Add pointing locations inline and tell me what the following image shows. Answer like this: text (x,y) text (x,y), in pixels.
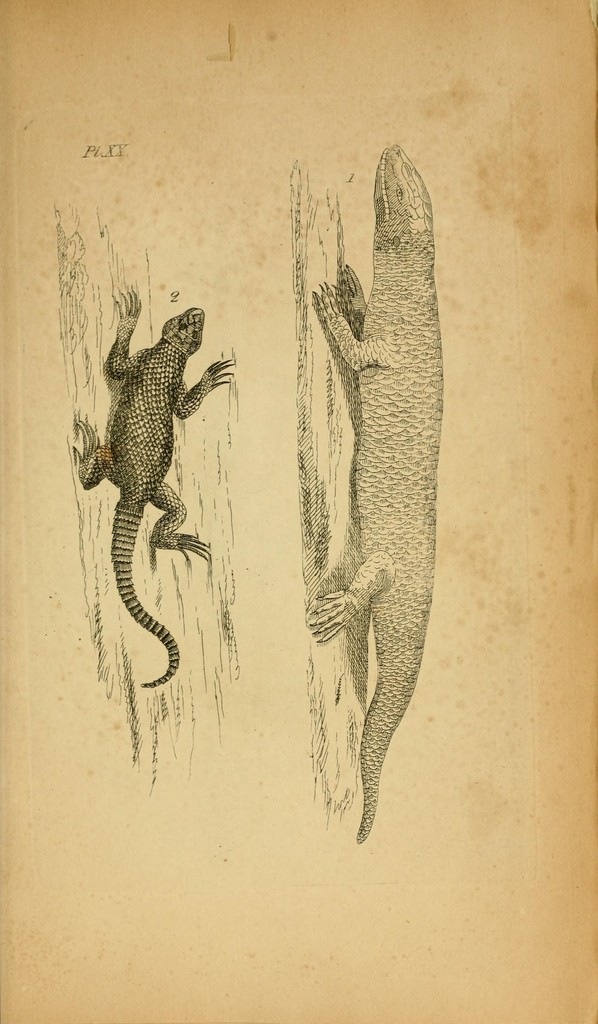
Here we can see pictures (372,371) of two lizards (156,435) on the logs (199,430) on a paper (229,339) and the top there is a text (95,150) written on the paper (111,163).
